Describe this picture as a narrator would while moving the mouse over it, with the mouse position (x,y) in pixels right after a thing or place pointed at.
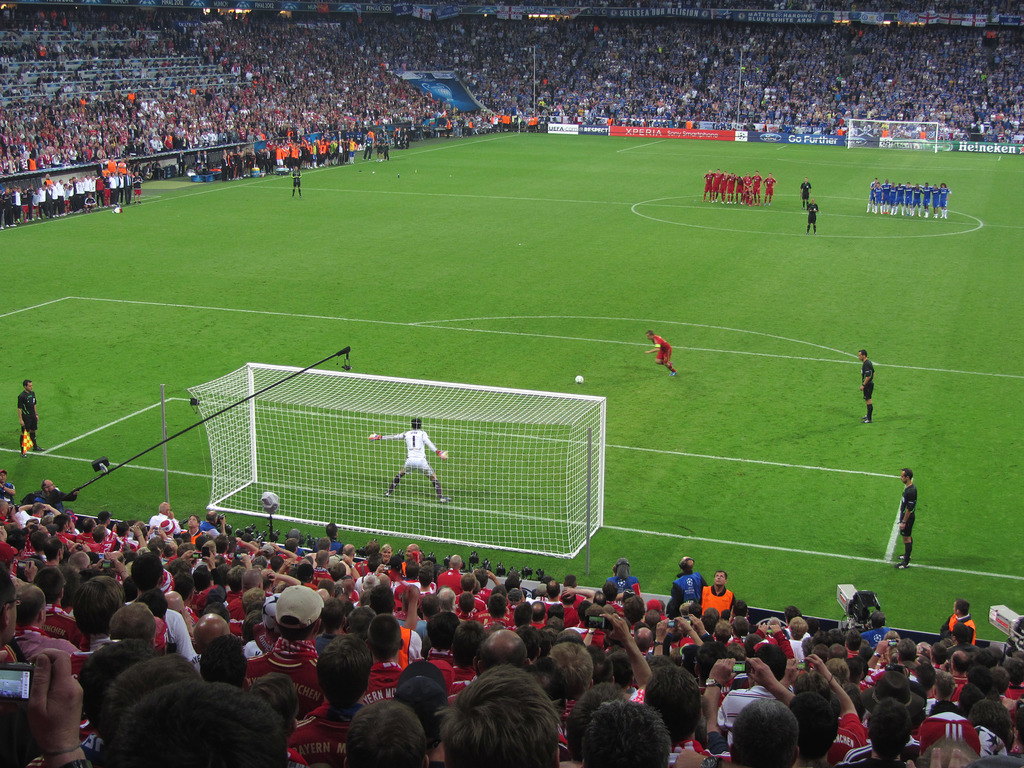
In this image I can see few people (723,175), ball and the goalposts (401,452) on the ground (595,284). Around the ground (508,232) I can see many people (278,678) with different color dresses (521,78) and the boards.
